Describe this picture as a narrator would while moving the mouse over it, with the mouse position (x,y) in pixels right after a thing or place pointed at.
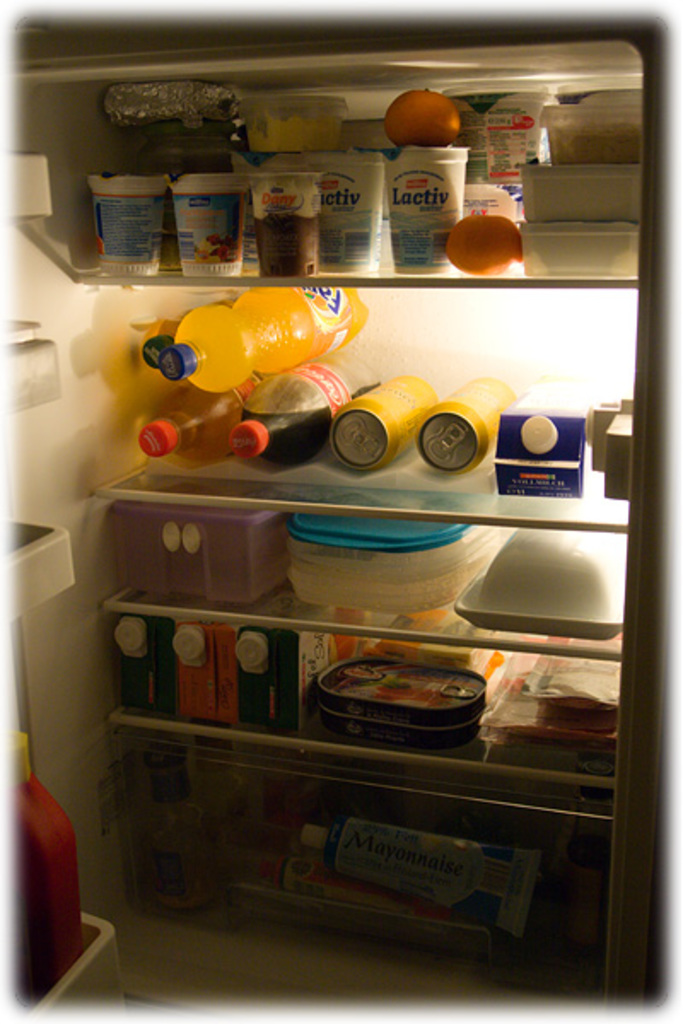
In this picture we can see bottles (277,441), tins (357,423), boxes (559,183), aluminium foil (145,97) and some objects (561,605) and these all are placed in a refrigerator (111,402).
